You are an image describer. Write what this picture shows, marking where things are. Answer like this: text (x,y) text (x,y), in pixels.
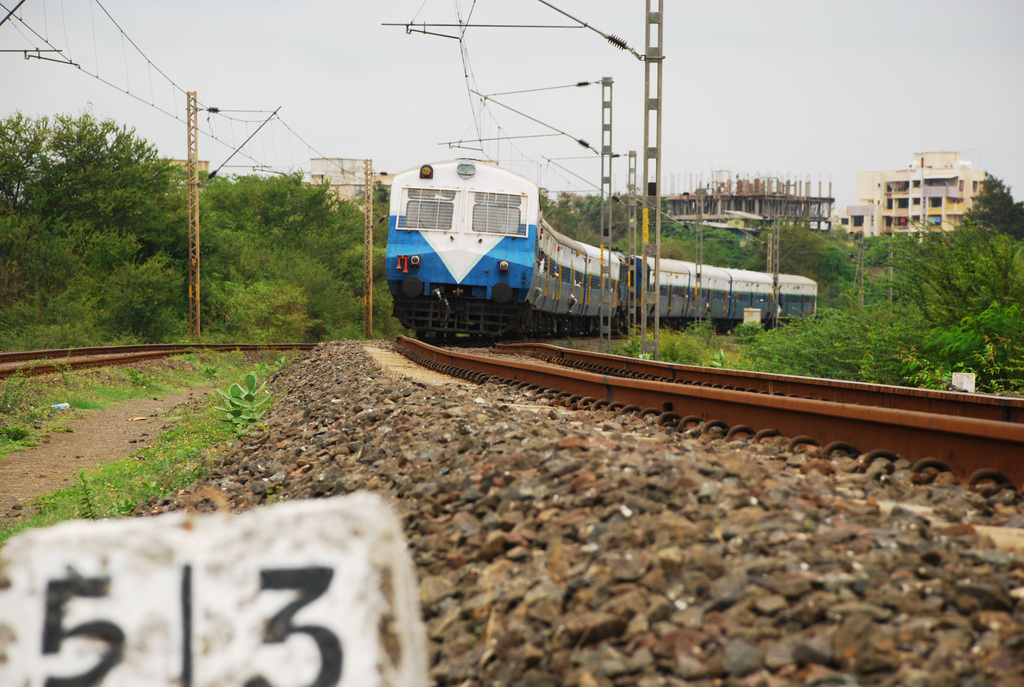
In this image I can see the train (557,331) on the railway track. I can see few trees (898,285), poles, wires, buildings (938,172), small stones (404,471) and the sky (871,121) is in white and blue color.
